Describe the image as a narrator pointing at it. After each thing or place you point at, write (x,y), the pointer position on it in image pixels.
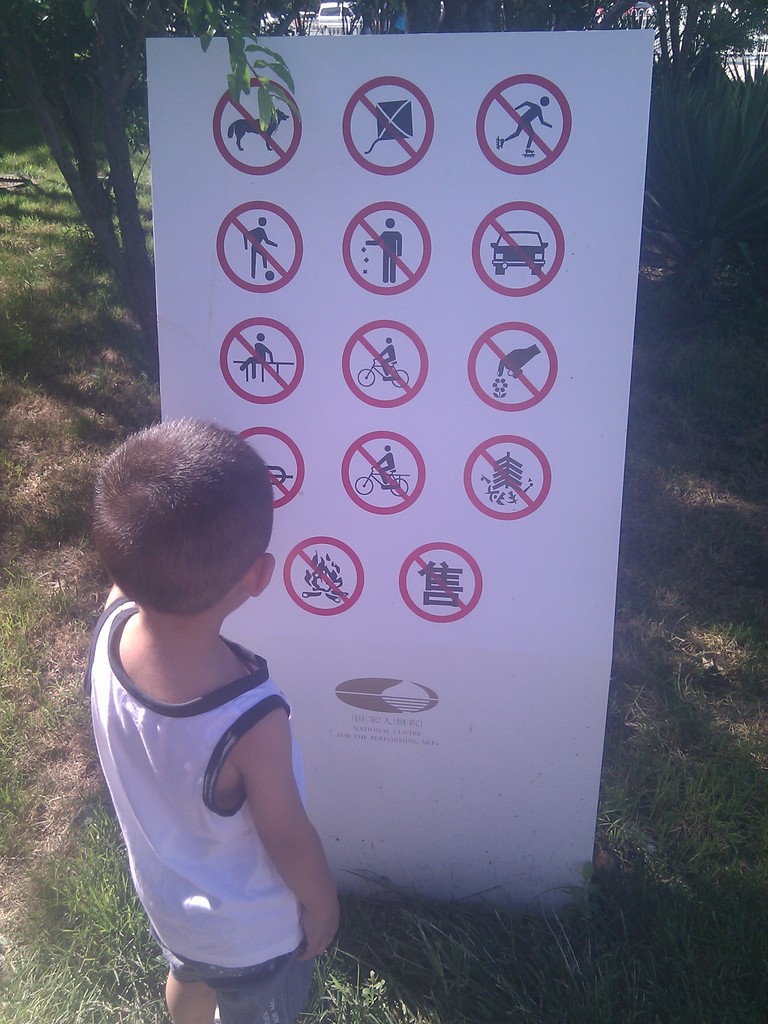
In this picture, there is a board (333,383) in the center (390,645). On the board (408,306), there are some signs (357,390). Before the board (290,565), there is a kid (137,520) facing backwards. He is wearing a white top (185,804) and grey short (287,989). At the bottom (533,978), there is grass (685,834). At the top (27,77), there are trees (689,45).
